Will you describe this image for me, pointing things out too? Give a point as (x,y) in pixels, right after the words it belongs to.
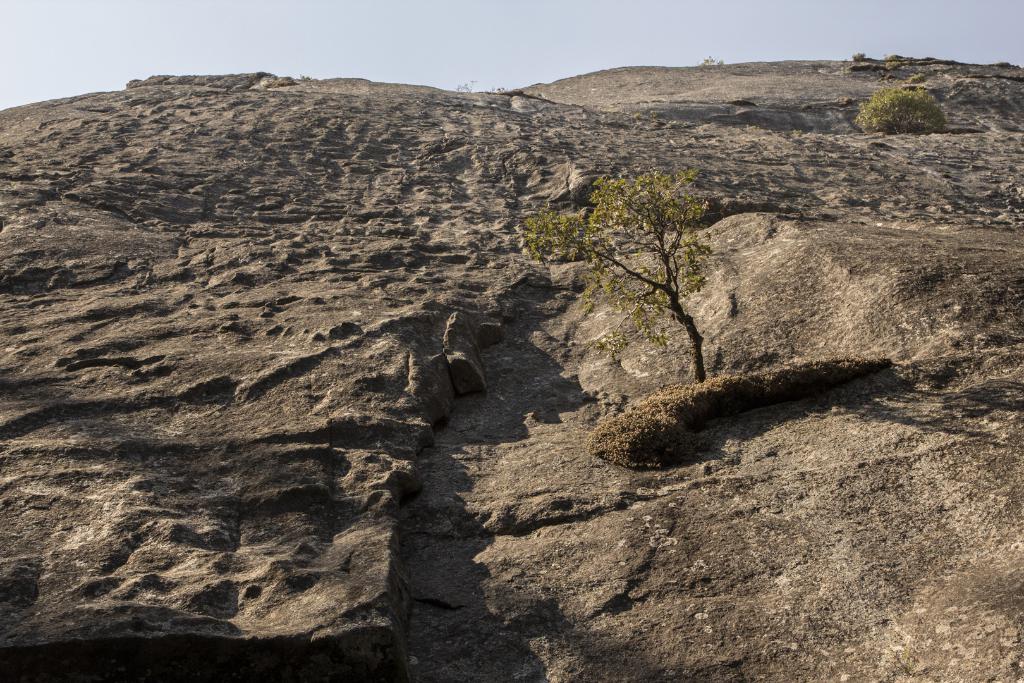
There is a rock hill (333,368). On the hill (650,331) there is a tree (604,292). On the right side (874,110) there is a plant (875,94). In the background (615,58) there is sky (800,20).
